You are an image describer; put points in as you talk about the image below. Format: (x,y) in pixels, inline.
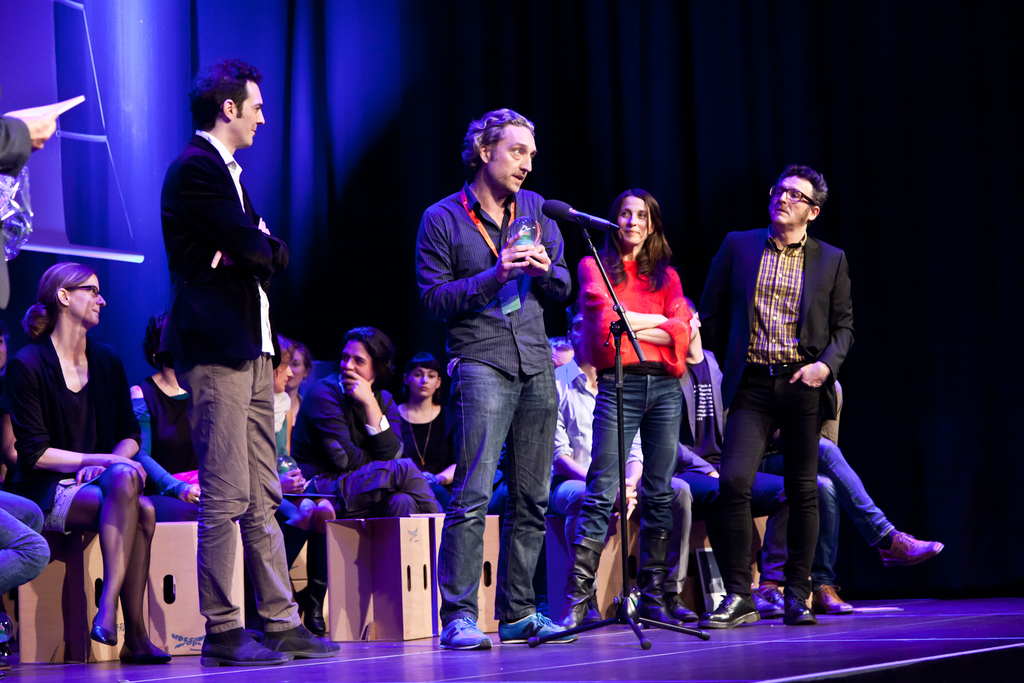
In the image we can see there are people (254,386) sitting and some of them are standing, they are wearing clothes (376,442) and some of them are wearing shoes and spectacles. Here we can see the microphone (581,213) and the curtains (123,174). And few people (525,296) are holding objects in their hands (510,245).
